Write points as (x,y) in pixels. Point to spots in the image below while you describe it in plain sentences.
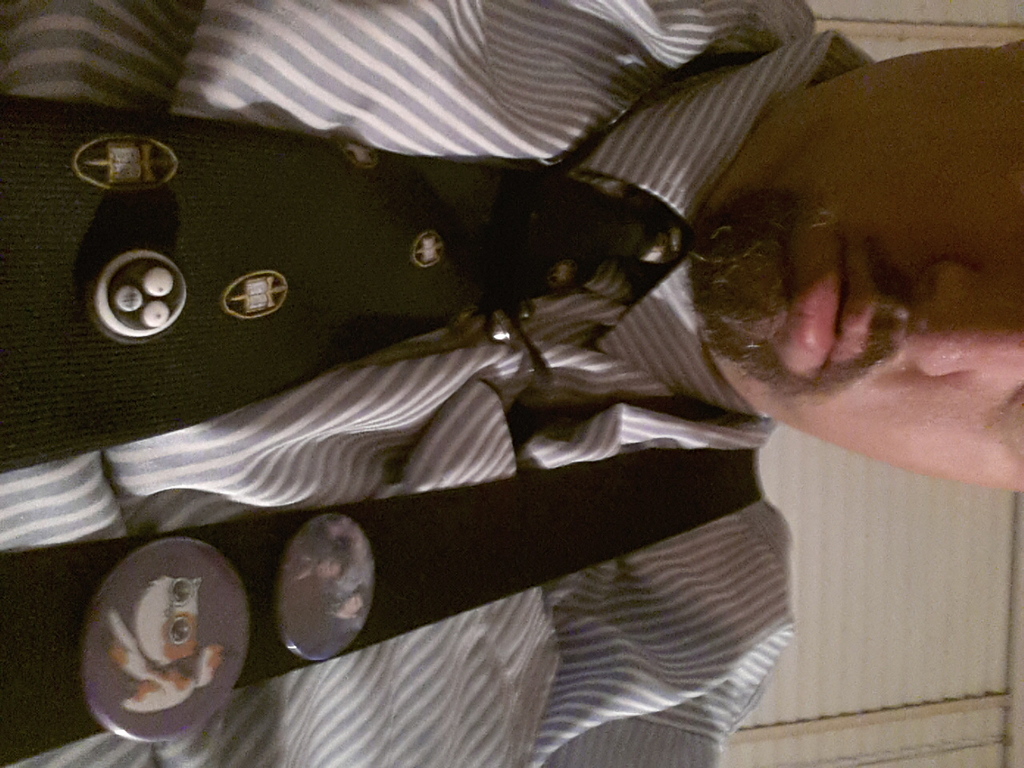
In this image we can see a man (639,435).
